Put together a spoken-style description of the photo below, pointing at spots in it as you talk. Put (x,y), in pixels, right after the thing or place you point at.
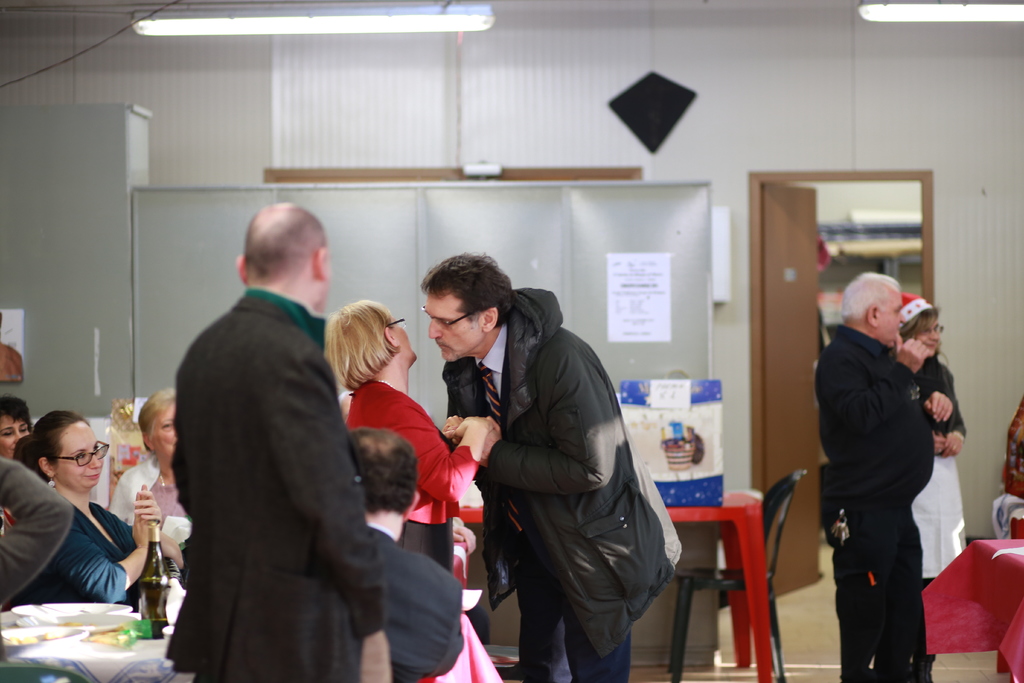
In this image there are some persons (464,530) standing in middle of this image (535,452) and there are some persons (854,409) standing on the right side of this image (909,426). There are some persons (146,479) sitting in the bottom left corner of this image (97,503) and there is a wall (570,217) in the background (555,266). There is a door (769,320) on the right side of this image (756,318) and there are some chairs (691,581) in the bottom of this image (677,584). There are some lights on the top of this image (964,16).
